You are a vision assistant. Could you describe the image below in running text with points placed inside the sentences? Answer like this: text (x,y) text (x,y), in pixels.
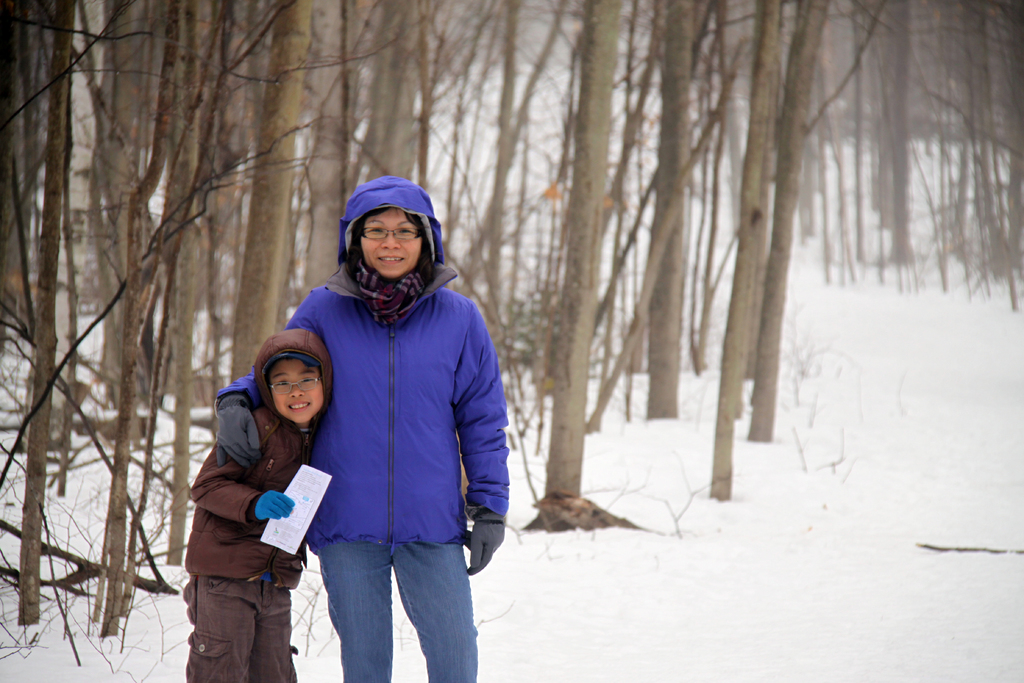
In this image in the front (353,418) there are persons (322,455) standing and smiling. In the background (448,133) there are trees (655,179) and there is snow (845,515) on the ground (836,531) and the boy (241,528) on the left side (275,502) is holding a paper (305,502) in his hand (261,508) and standing and smiling.
